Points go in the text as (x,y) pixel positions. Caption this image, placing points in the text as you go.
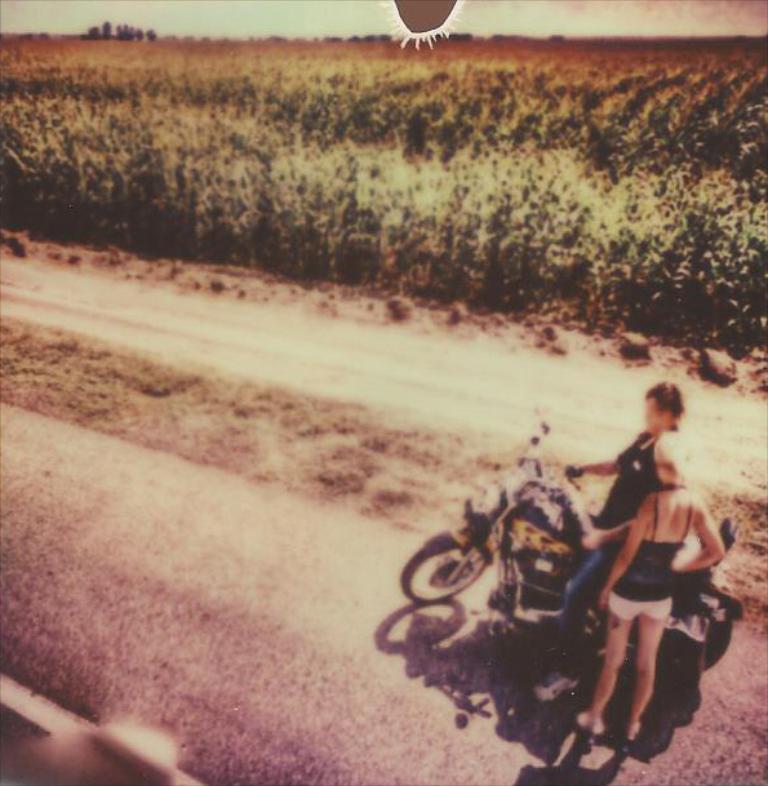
In this image there are two persons (649,502) one is sitting on the motorbike (534,569) and other is standing beside the motorbike (552,559). At the bottom (172,571) there is a road (162,547) and at the top (222,16) there is a sky (279,16). There are plants (454,165).
